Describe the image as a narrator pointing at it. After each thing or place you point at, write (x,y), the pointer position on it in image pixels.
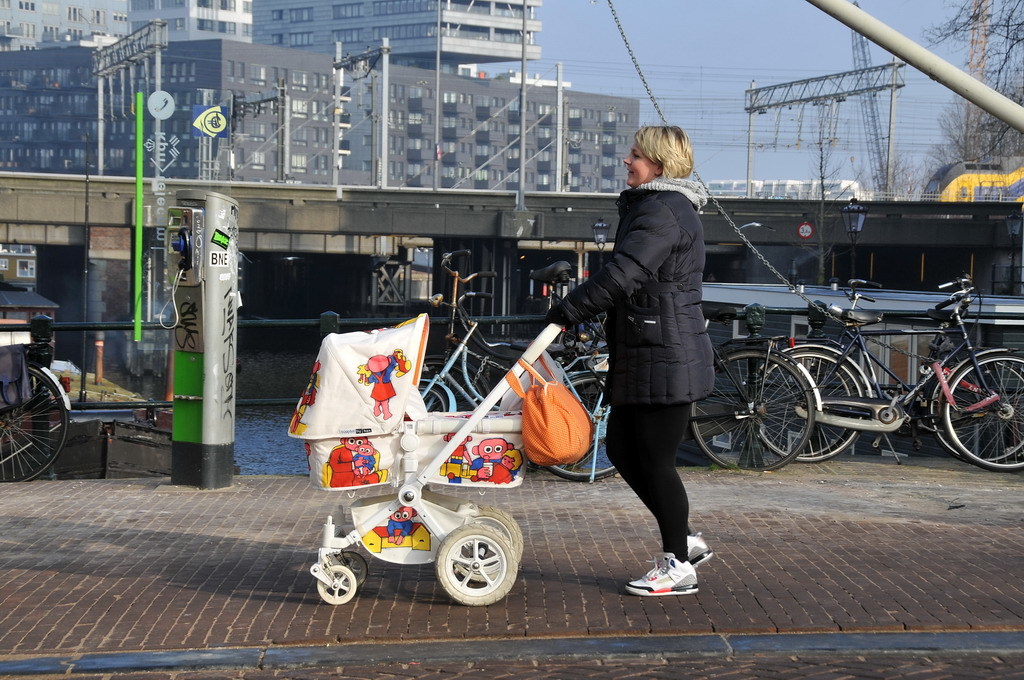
Here in this picture we can see a woman (643,307) wearing a black colored jacket (649,249) on her walking on the ground (646,548) over there and we can see she is pushing the baby stroller (440,450), which is present in front of her over there and we can also see a hand bag (539,404) on the stroller (512,442) over there and beside her we can see number of bicycles (912,410) present and on the left side (193,233) we can see a telephone (186,257) present and we can also see a bridge (255,186) over there and we can see a train (1001,188) running over there and in the far we can see buildings (282,59) present and we can also see electric poles (873,86), crane (875,111) and trees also present over there.
